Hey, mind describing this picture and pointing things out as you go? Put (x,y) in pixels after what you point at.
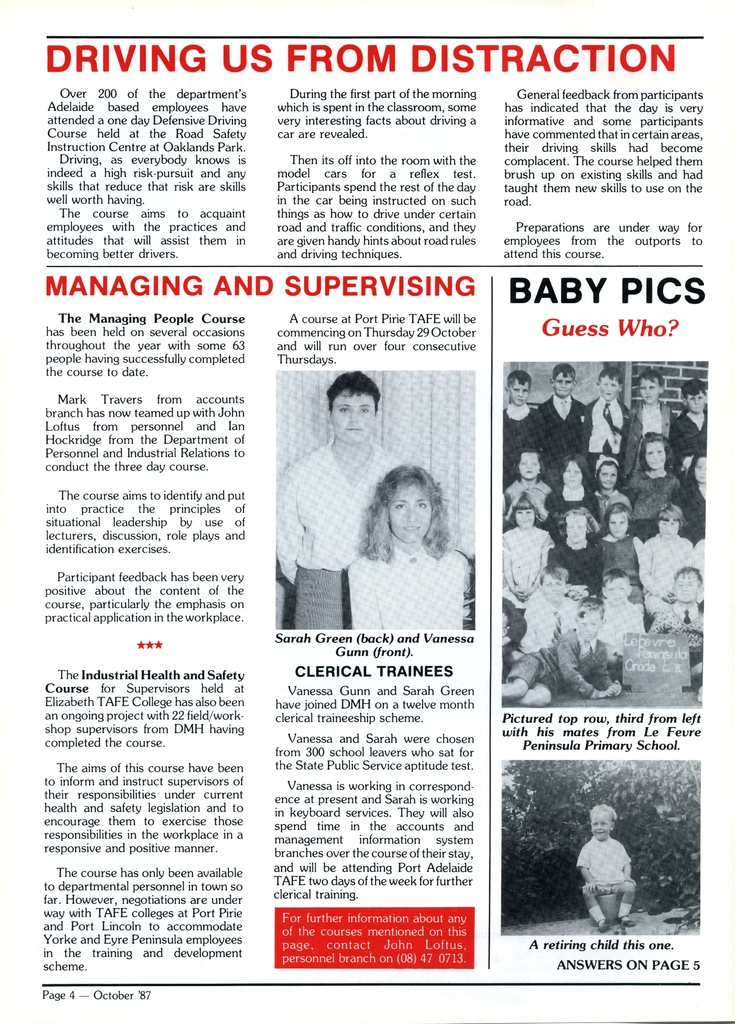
In this image we can see articles (175,389) in the news paper (289,865).
